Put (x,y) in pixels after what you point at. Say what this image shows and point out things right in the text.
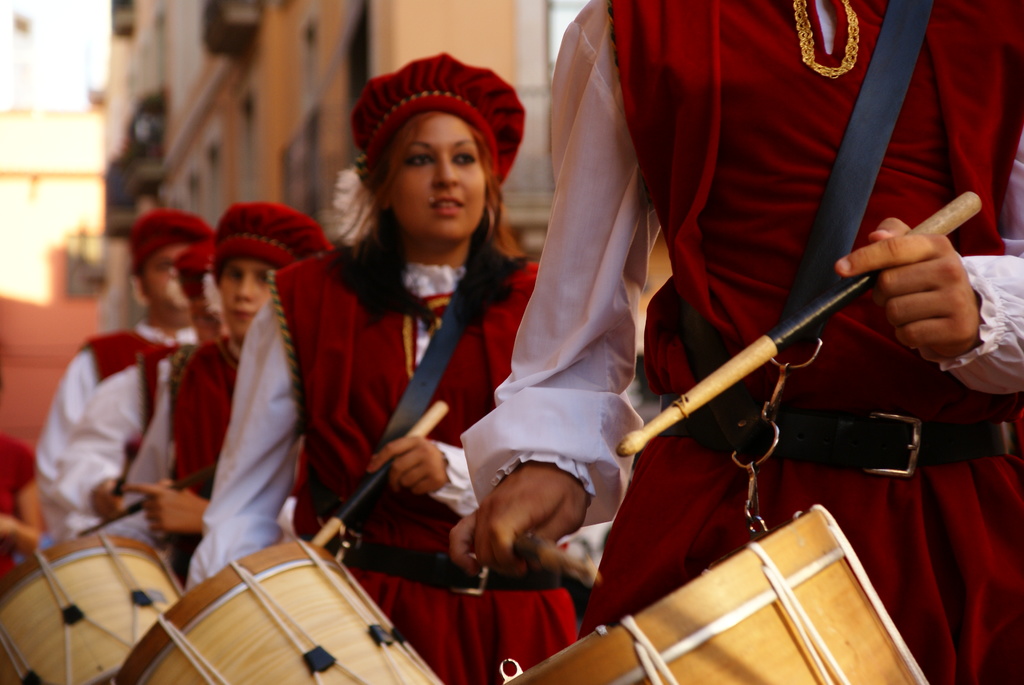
In the picture there are five people (494,462) standing one followed by the other, the first person (473,531) is holding sticks (773,344) in both the hands (561,513) and playing the drum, remaining people (496,598) are also holding the sticks (345,504) and playing the drums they are wearing red and white color costume (317,358), in the background (154,191) there is a building (105,107) and sky (81,56).
